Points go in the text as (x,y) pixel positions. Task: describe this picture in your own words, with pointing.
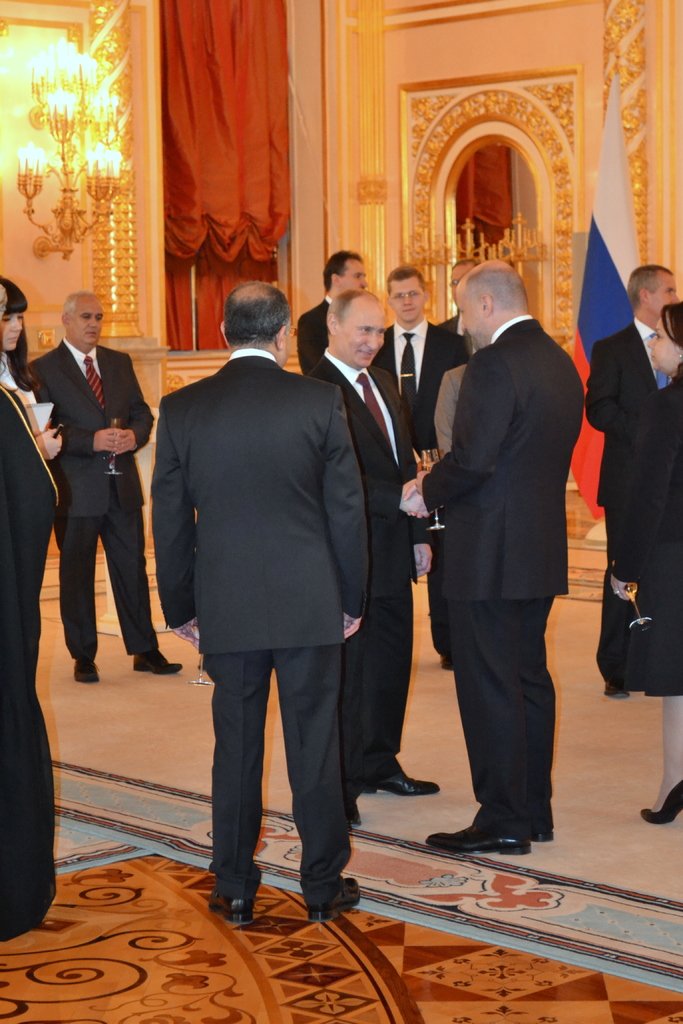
In this image there are a group of people (540,491) standing, and at the bottom (598,765) there is floor (590,771). In the background (316,120) there are some lights (101,150), curtain (223,75) and wall (430,272) and some of them are holding glasses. In the glasses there is drink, on the right side (615,231) there is one flag (615,231).
